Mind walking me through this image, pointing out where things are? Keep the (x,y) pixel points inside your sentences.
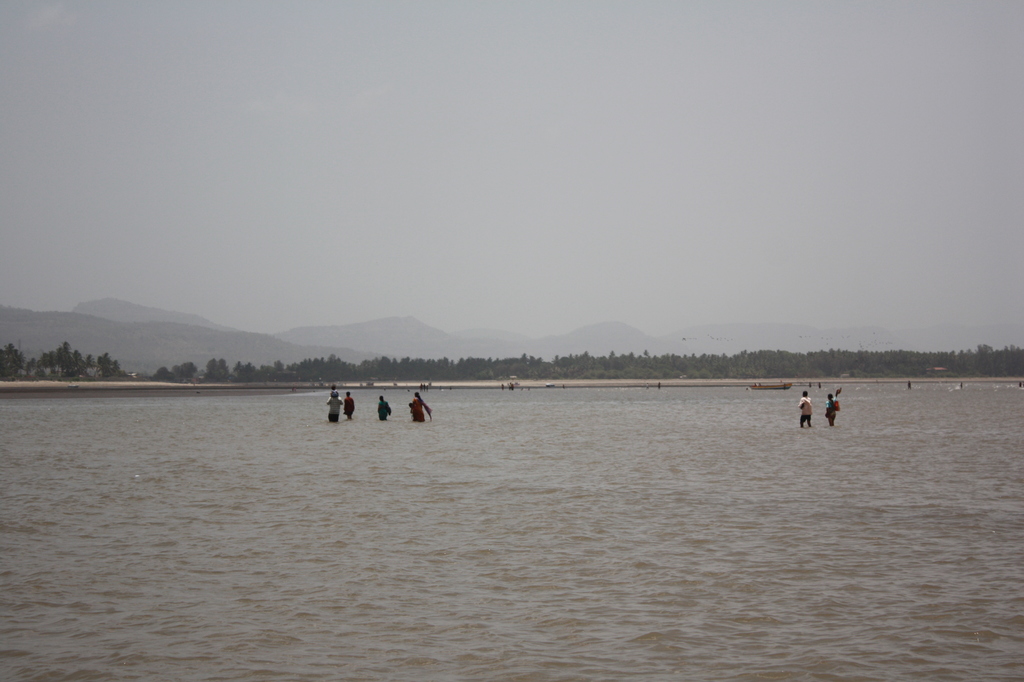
In this image I can see the water (522,522), few persons (415,404) are standing in the water (772,402) and the ground (292,388). In the background (863,358) I can see few trees (660,357), few mountains (484,352) and the sky (600,213).
